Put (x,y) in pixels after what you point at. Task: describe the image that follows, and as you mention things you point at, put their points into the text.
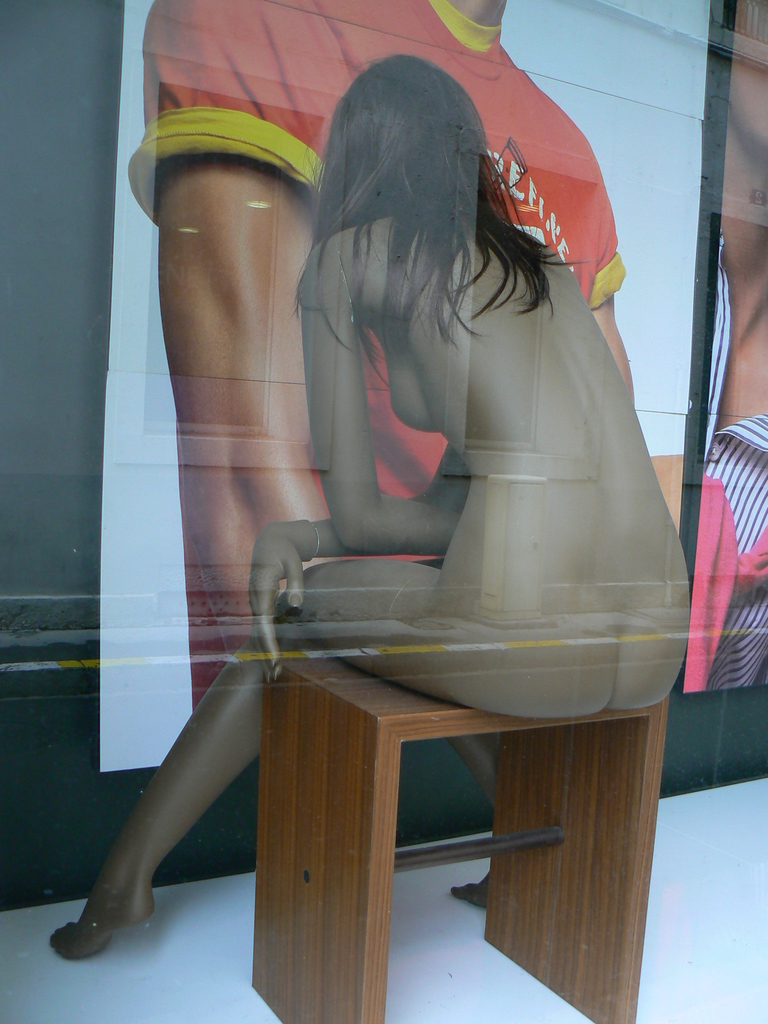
There is a statue (637,506) of a woman (637,506), without having dress, sitting in position on the wooden stool (367,715). In front of her, there are posters (310,117) on the wall (29,121).
